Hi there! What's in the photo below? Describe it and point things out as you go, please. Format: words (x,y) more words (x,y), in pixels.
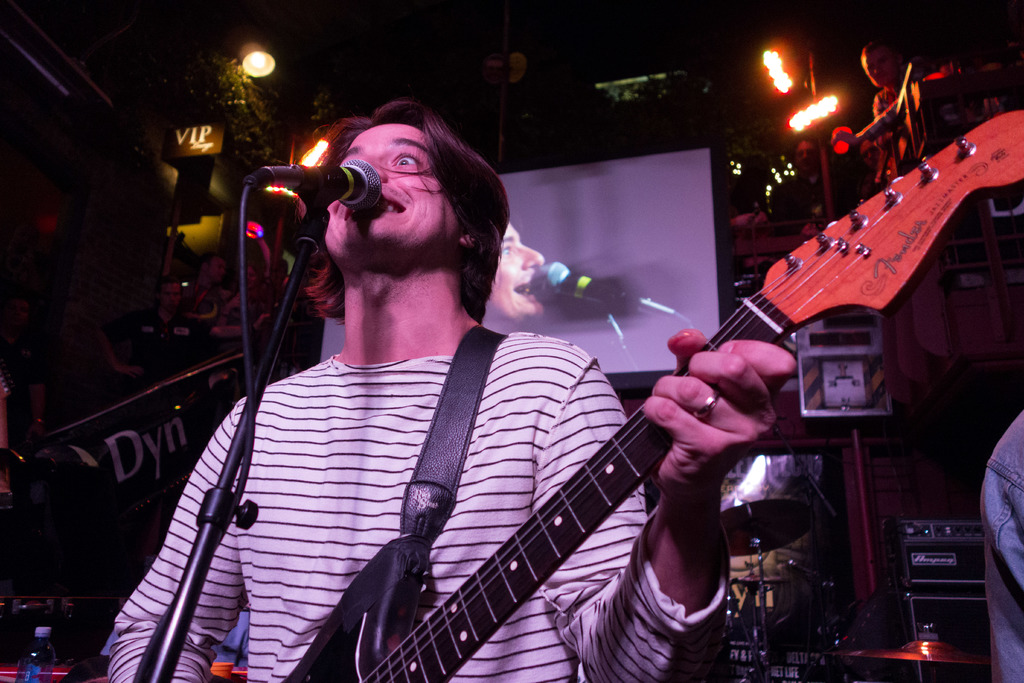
In this image i can see a man (480,493) holding a guitar (504,600) and singing song in front a micro phone (356,183) at the back ground (632,172) i can see a screen (650,179) and a light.
